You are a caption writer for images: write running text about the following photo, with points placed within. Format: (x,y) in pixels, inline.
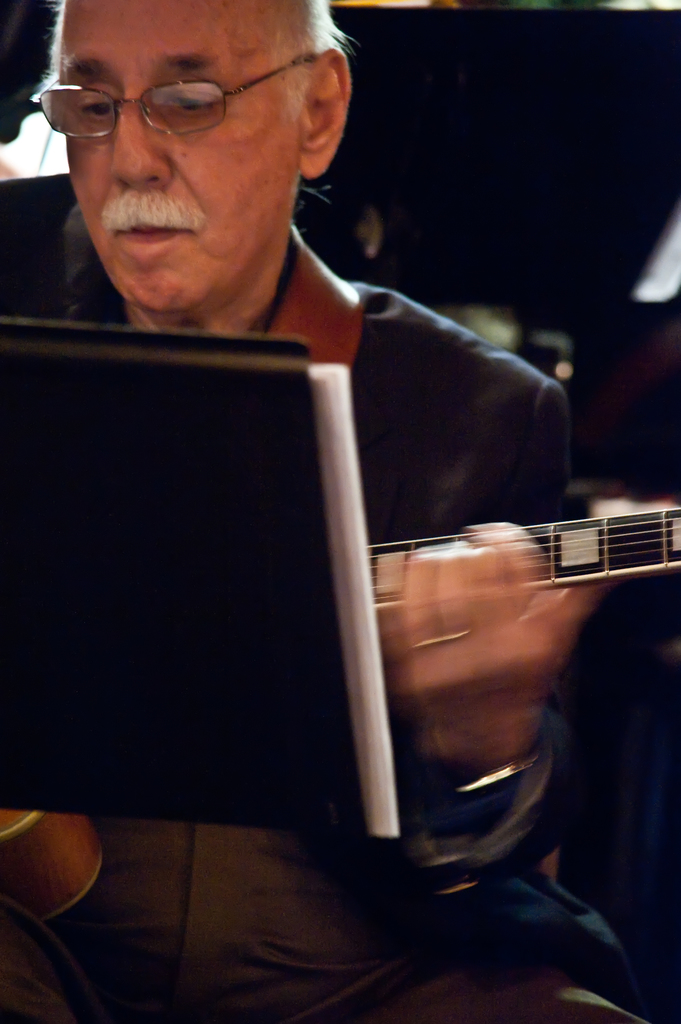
In this image i can see a man (426,312) holding guitar (593,565) and there is a book (261,496) in front of him.
